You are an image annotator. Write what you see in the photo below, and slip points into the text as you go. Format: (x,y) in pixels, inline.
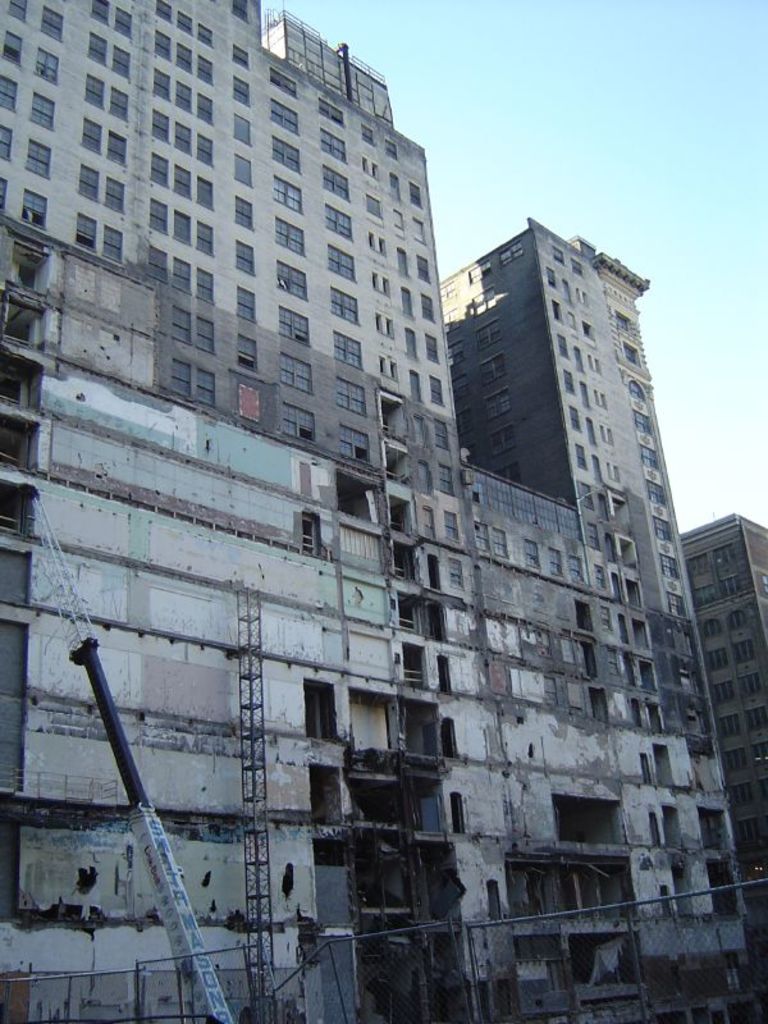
In this image, we can see buildings (703,620). There is a pillar (265,853) and crane hand (200,947) at the bottom of the image (249,922). There is a sky (471,81) at the top of the image (400,33).
